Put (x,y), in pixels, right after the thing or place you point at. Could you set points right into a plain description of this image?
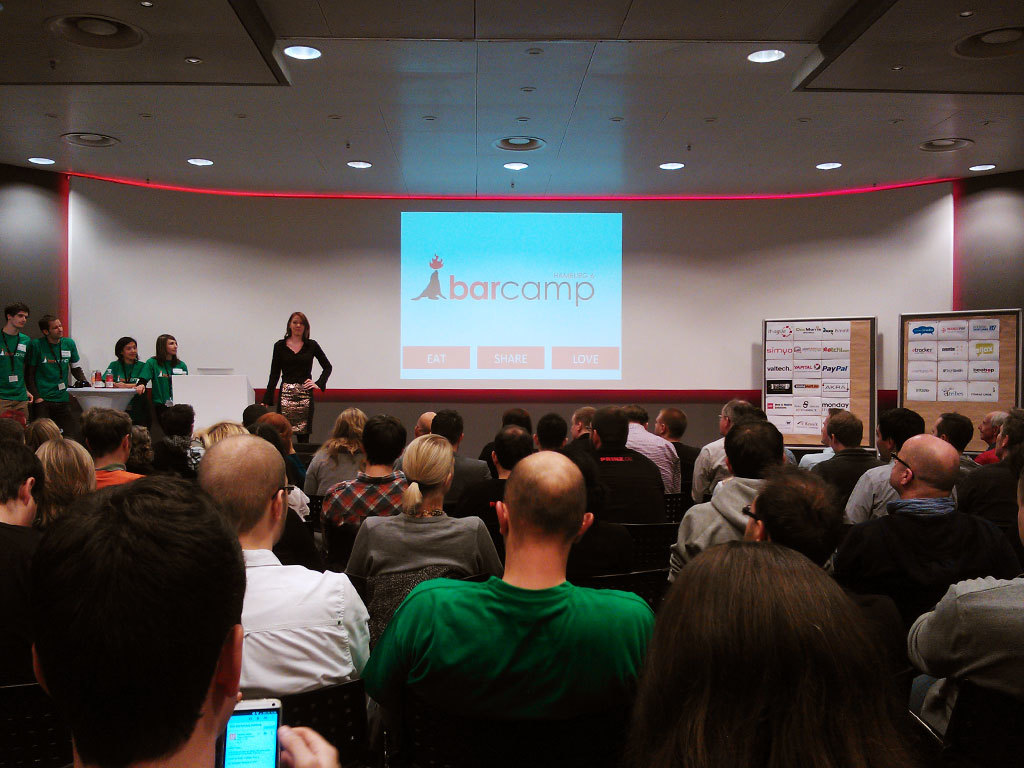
In this image we can see a group of people (490,571) are sitting on the chair (642,569). There is a projector screen (541,303) and two notice boards (874,383) in the image. There is a podium (202,386) and a table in the image. A lady (306,360) is addressing a group of people (311,735). There are few lights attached to a roof (537,168).
